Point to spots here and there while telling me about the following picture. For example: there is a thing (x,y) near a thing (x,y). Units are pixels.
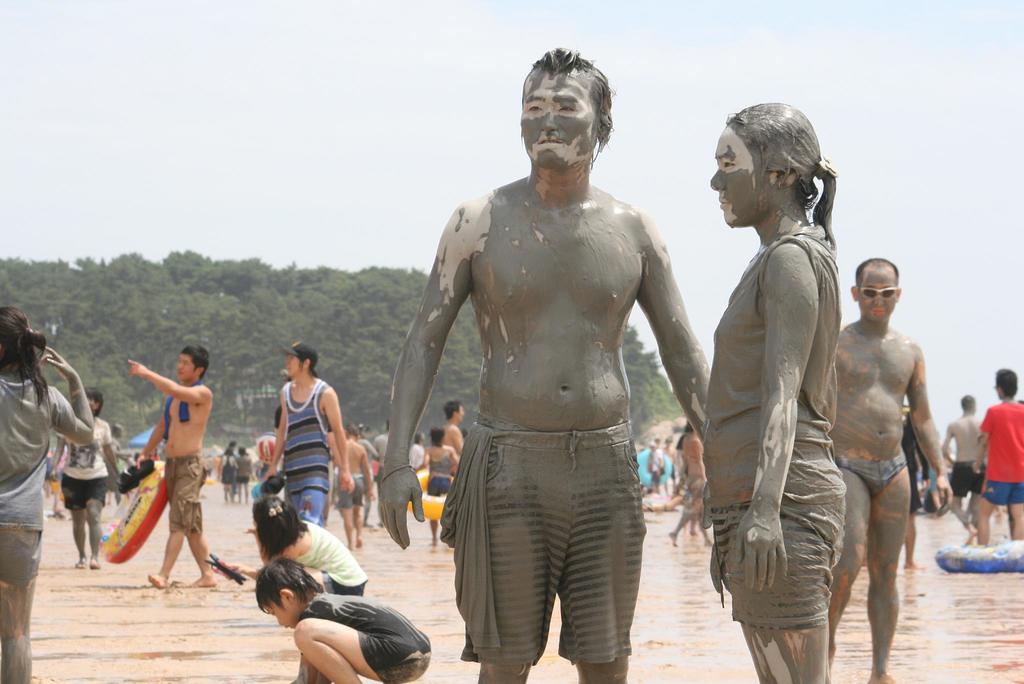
In this image I can see an open ground (151,597) and on it I can see number of people (558,331) are standing. In the background (135,373) I can see few of them are holding tubes (102,538) and in the background (364,375) I can see number of trees (54,334) and the sky (631,116). I can also see mud (489,259) on few people's bodies (719,349).
